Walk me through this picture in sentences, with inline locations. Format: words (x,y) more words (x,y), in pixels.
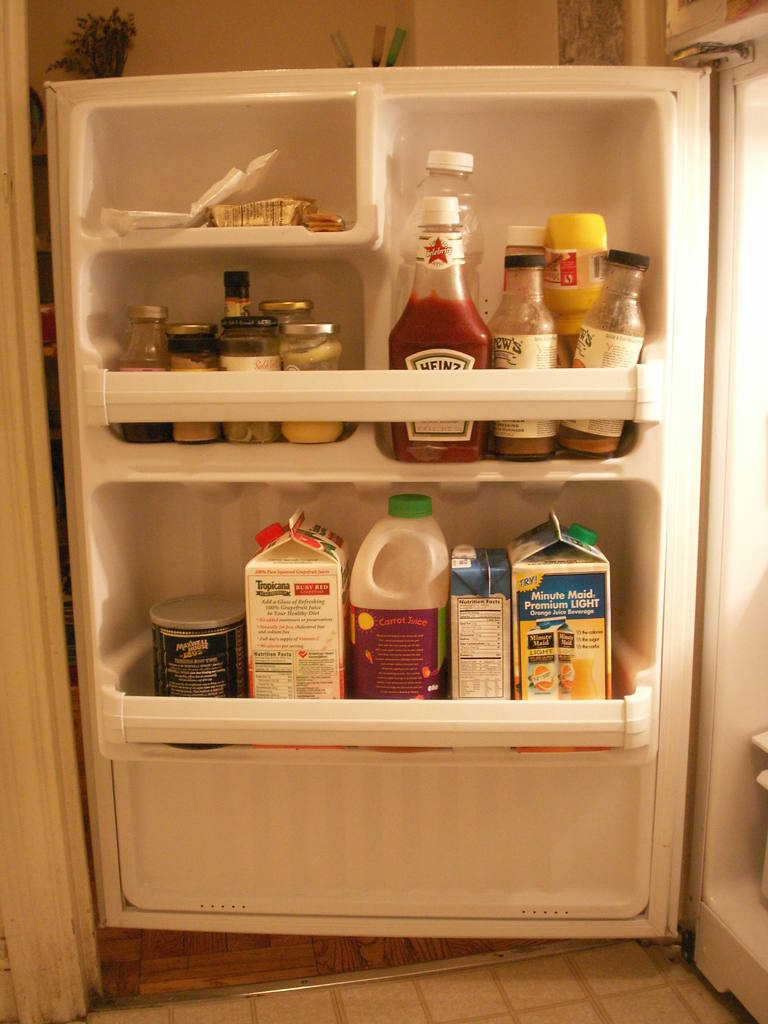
The image is inside the fridge door (296,504). Inside the fridge door (484,288) we can see a sauce bottle (401,362), juice (304,605), jars (291,354) and some food items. On top (185,15) there is a plant (116,49), curtains (589,24) and a wall (489,41) which is in cream color on bottom (541,990) there is a tiles (443,989) which are in white color.
